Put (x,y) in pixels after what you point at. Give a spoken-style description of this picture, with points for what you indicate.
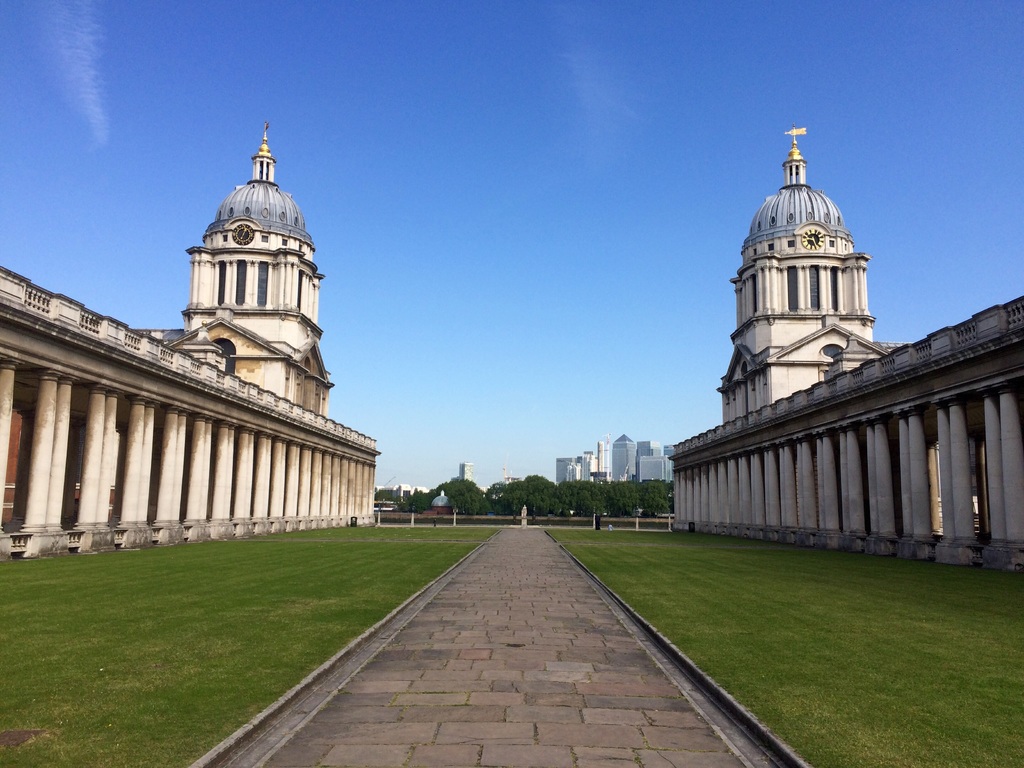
In this picture there are buildings (971,352) and trees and there are clocks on the buildings (838,321). At the top (419,130) there is sky (554,92). At the bottom (526,599) there is a pavement (546,657) and there is grass (820,587).
